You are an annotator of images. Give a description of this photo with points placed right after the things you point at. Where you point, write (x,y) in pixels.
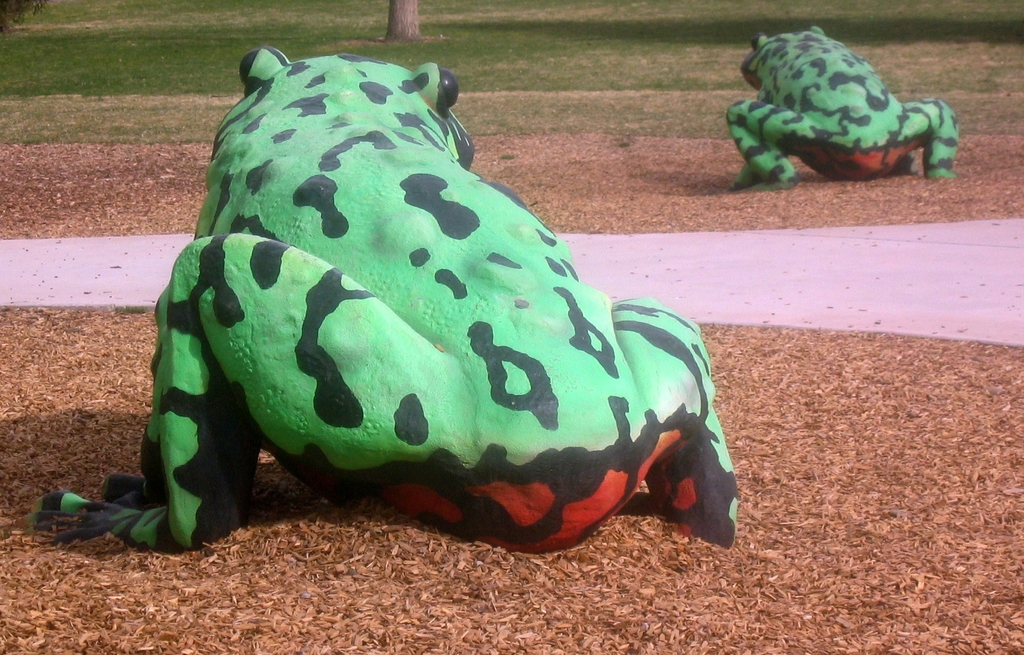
Here in this picture we can see frogs (324,174) present on the ground (488,133) over there and we can also see some part of ground (455,43) is covered with grass (212,56) and we can see plants (22,5) and trees (404,10) present here and there.
